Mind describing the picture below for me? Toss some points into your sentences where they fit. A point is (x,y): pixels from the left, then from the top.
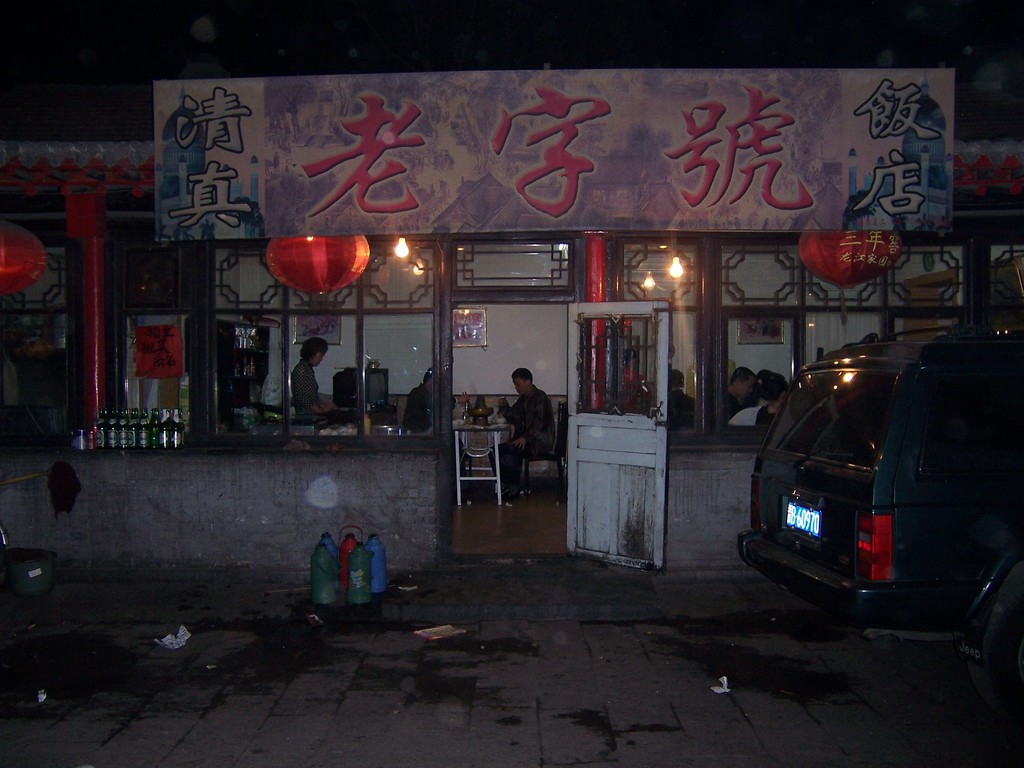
In this image we can see a shop (332,367). On the shop (470,185) there is a name board (520,171). There are lights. Also there are few people (528,399) sitting. There is a table (482,424). Also there are windows (831,320) and door (589,415). Near to the building (69,454) there are bottles (143,431). Also there are bottles (334,553) on the floor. On the right side (816,511) there is a vehicle (899,461).
